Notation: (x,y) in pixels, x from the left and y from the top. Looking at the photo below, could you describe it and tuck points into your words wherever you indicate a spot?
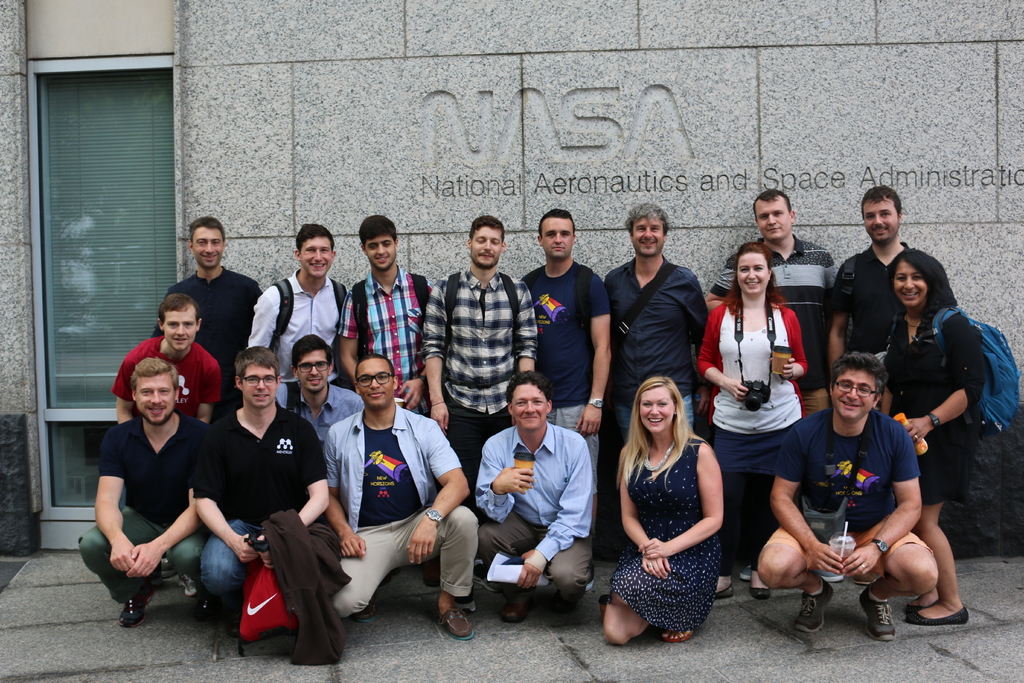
In this image I can see the group of people (454,466) with different color dresses (424,415). I can see few people (845,436) wearing the bags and one person (743,450) wearing the camera (758,394). I can also see few people (588,494) holding the cups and one person (523,515) holding the paper (511,574). In the background (517,135) I can see the wall (416,154) and the glass door (103,242).
